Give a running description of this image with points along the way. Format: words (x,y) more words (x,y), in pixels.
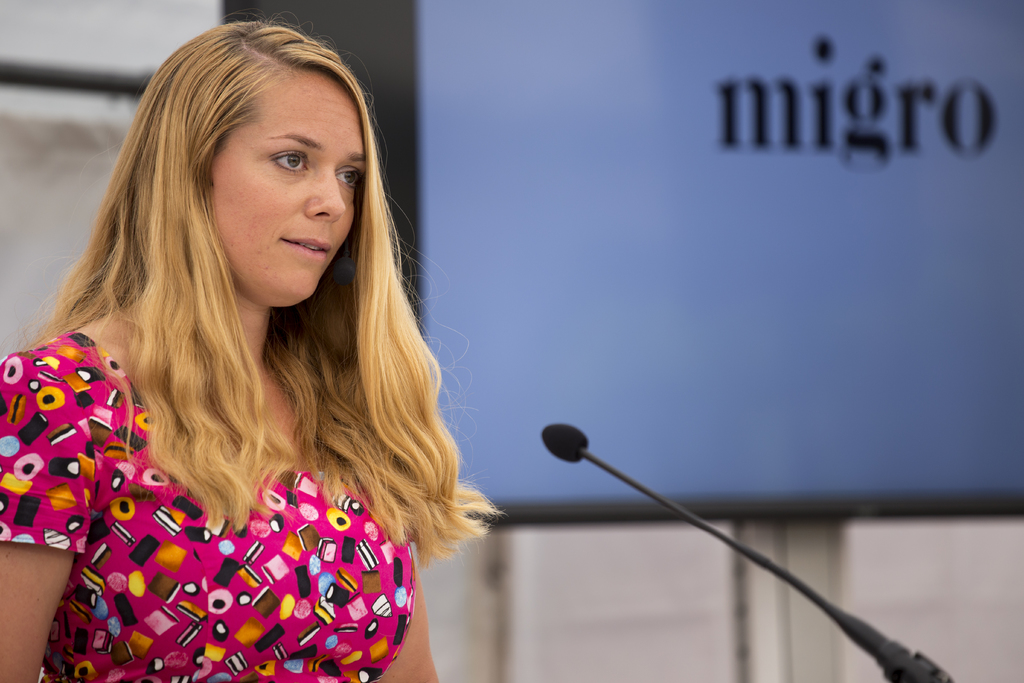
In this image I can see a woman (174,530) wearing pink colored dress (208,558) is standing in front of a microphone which is black in color. In the background (934,580) I can see the white colored surface (770,577) and a huge screen (714,203) which is blue and black in color.
